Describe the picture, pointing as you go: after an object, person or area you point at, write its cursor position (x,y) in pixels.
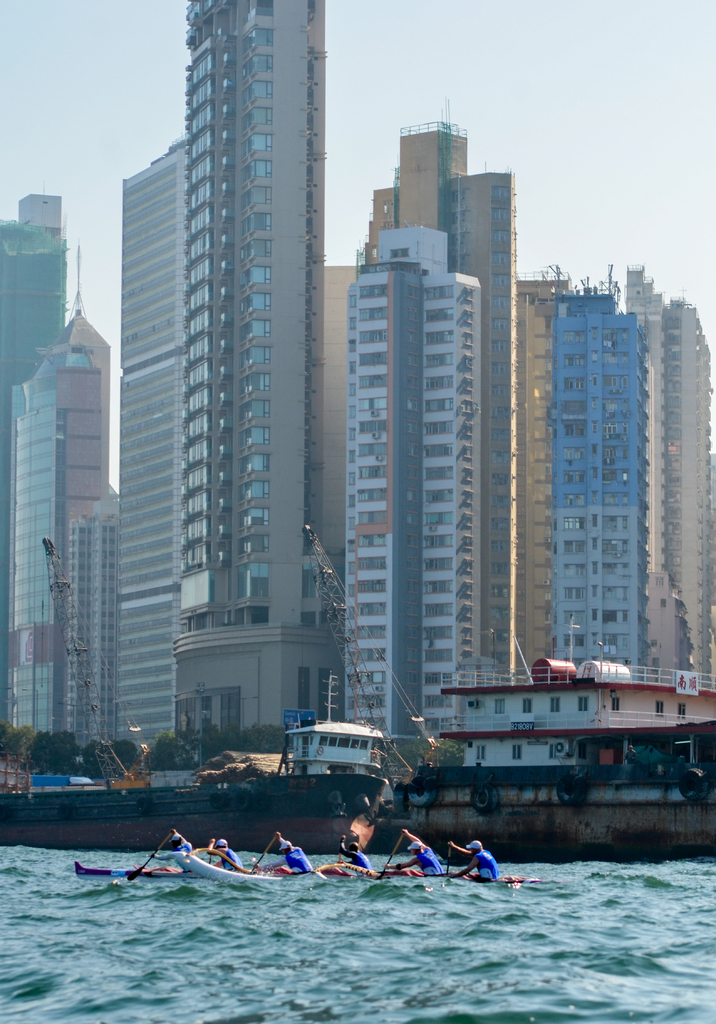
In the center of the image (317,398) we can see buildings (348,473), boats (332,729), trees (195,754), boards (290,718), pole (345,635) and some persons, wall (339,688), fencing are there. At the top of the image (622,56) sky (619,116) is there. At the bottom of the image (483,899) water (451,918) is there.
